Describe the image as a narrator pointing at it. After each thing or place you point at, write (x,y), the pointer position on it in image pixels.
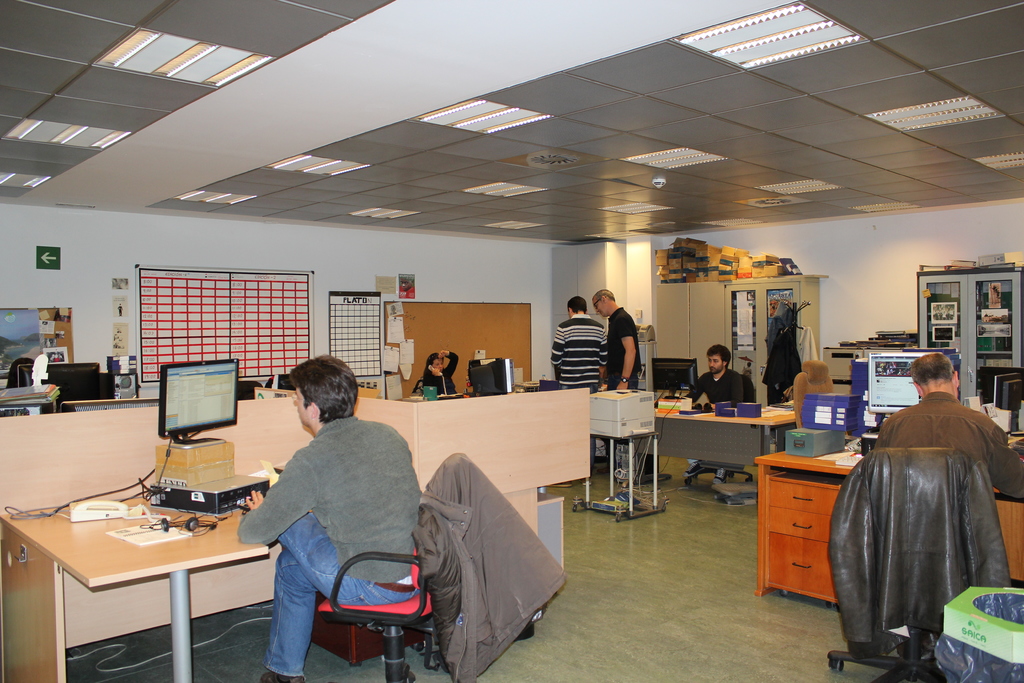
In this picture there are three men (938,435) who are sitting on the chair (915,482). There is a jacket (458,545) on the chair (458,545). There is a computer (205,419), phone (125,514), headset (162,526), paper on the table (168,513). There is a woman (440,384) sitting on the chair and holding a phone (432,367) in her hand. There is an arrow sign (47,255) on the wall (83,268). There are two men (566,332) who are standing at the corner. There is a cupboard (720,318) and few boxes (722,272) on the cupboard (742,296). There is a box (962,630) in green color beside the chair (922,673). There is a wire (170,654) on the ground (164,640).
